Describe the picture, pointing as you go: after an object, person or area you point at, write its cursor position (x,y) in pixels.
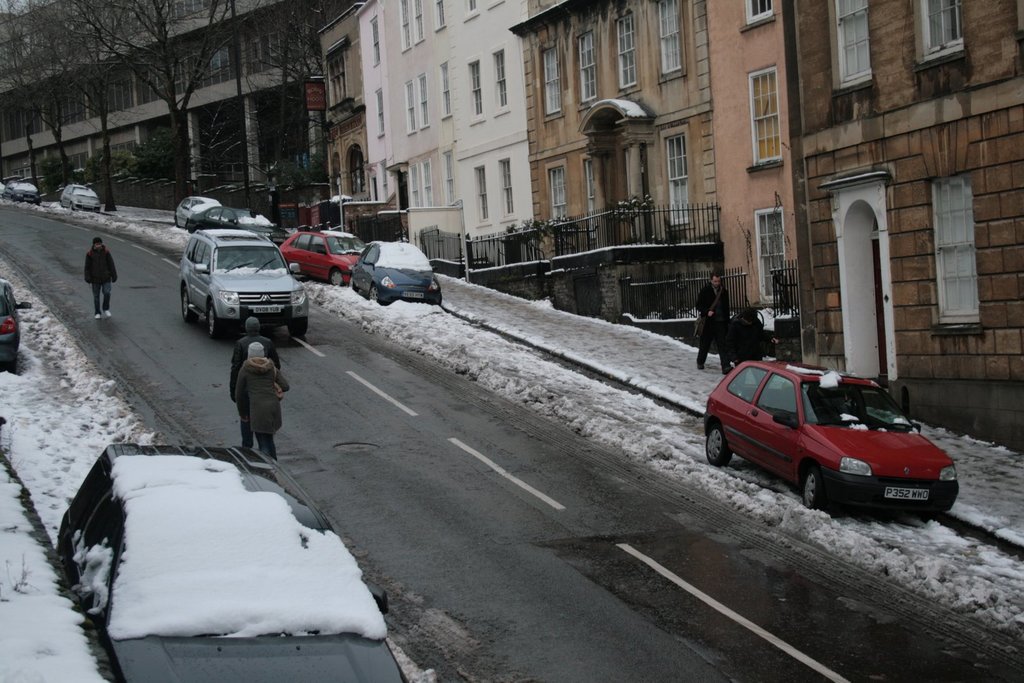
In this image we can see some vehicles (87,197) which are parked at left (321,274) and right side of the image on which there is some snow (197,523), at the middle of the image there are some persons (110,258) walking on the road (152,248) and a car (246,296) which is of silver color moving on the road (368,410) and at the right side of the image (701,229) there are some buildings (335,148) and trees (24,36).
